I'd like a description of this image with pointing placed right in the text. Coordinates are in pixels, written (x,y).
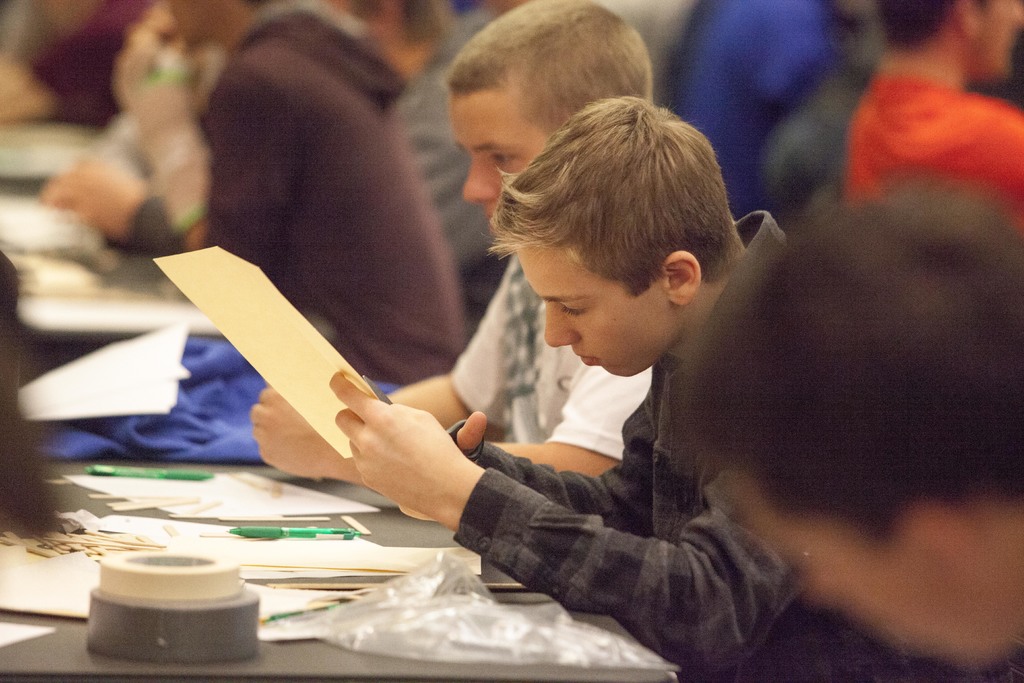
In this picture there is a boy (647,475) who is holding a paper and scissor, beside him we can see another boy (516,361) who is wearing white t-shirt (532,416). He is sitting near to the table (534,663). On the table (488,583) we can see the papers (80,568), cloth (203,395), pen (260,537), tape (122,562), plastic covers (312,635) and other objects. in the background (315,218) we can see many peoples (731,197) were sitting on the chair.
